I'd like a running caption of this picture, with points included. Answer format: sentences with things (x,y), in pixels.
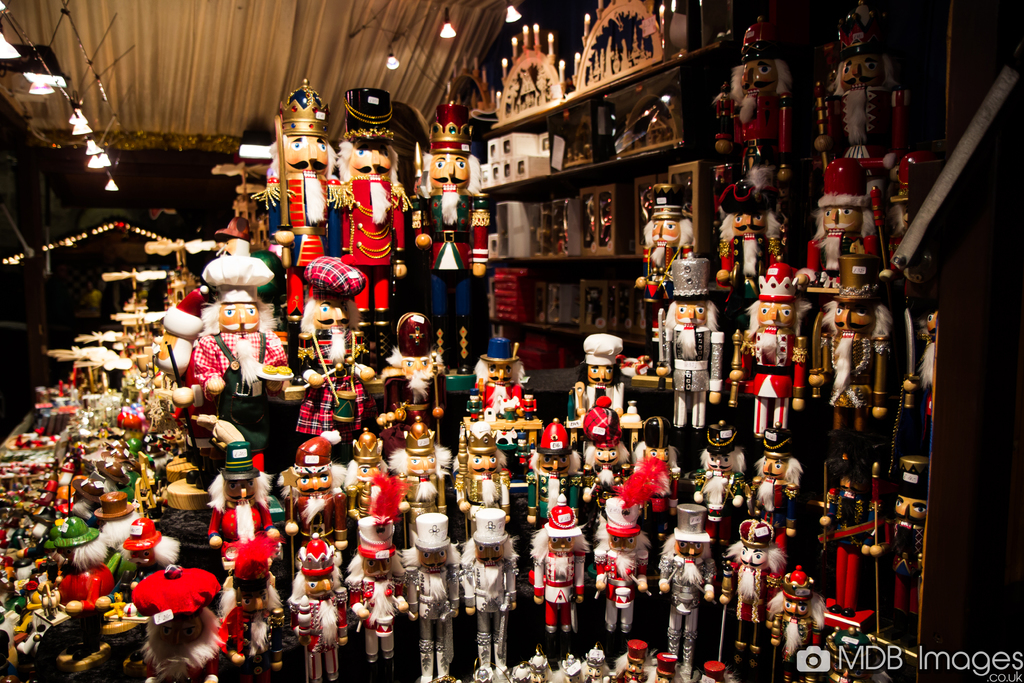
In this picture I can see there are toys (422,588) arranged here, they are of different sizes and there is a king (310,613), minister (365,235), chef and soldiers toys (555,594) here. They wore a battle dress (371,216) which are in red color. They also wore caps (478,452) and in the backdrop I can see there are lights (111,190) attached to the ceiling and there is a brown color cupboard (556,172) on right side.
